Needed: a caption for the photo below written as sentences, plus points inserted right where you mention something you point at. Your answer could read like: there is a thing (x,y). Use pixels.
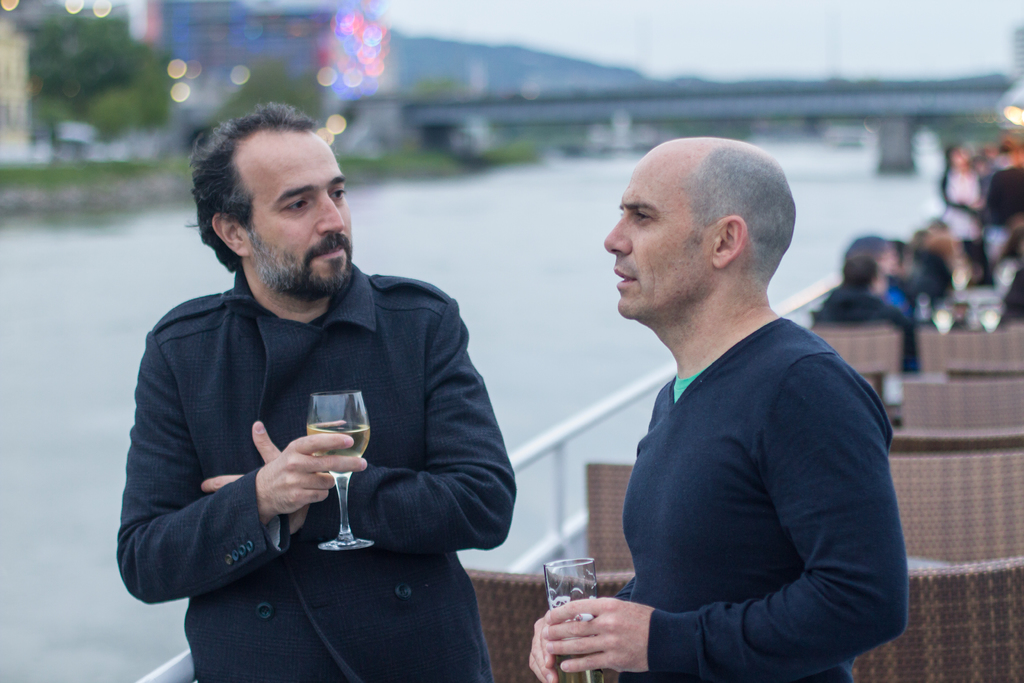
In the foreground (393,612) I can see two persons (285,113) are standing and holding a glass (551,591) in hand (320,463). In the background (518,542) I can see crowd (943,292), chairs (984,469), tables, water (508,195), grass (415,167), bridge (563,123) and buildings (257,54). On the top (530,44) I can see the sky (739,54). This image is taken near the lake (892,186).
